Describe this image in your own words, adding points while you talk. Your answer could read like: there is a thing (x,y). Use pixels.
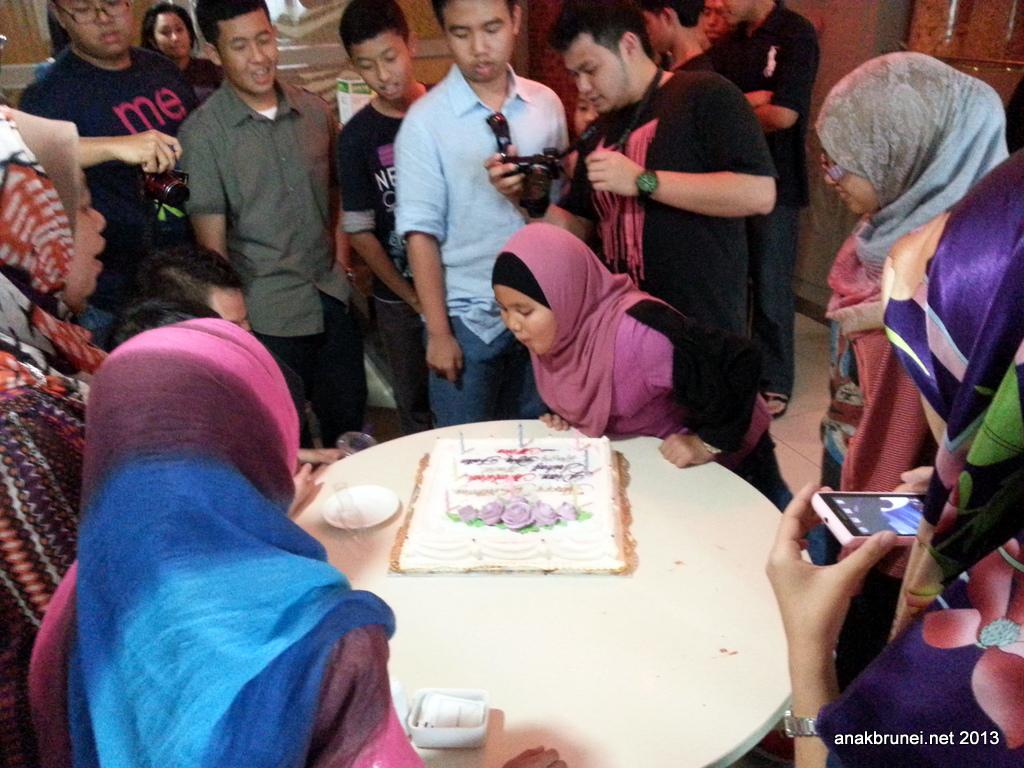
In this picture there are many people (181,662) standing around a table (650,650), on the table (380,484) there are plates (366,503) and a cake (543,458). In the center (561,388) there is a woman (603,366) blowing candles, behind her there is a man (657,166) holding camera (528,163). In the background (958,17) it is wall (918,15).
